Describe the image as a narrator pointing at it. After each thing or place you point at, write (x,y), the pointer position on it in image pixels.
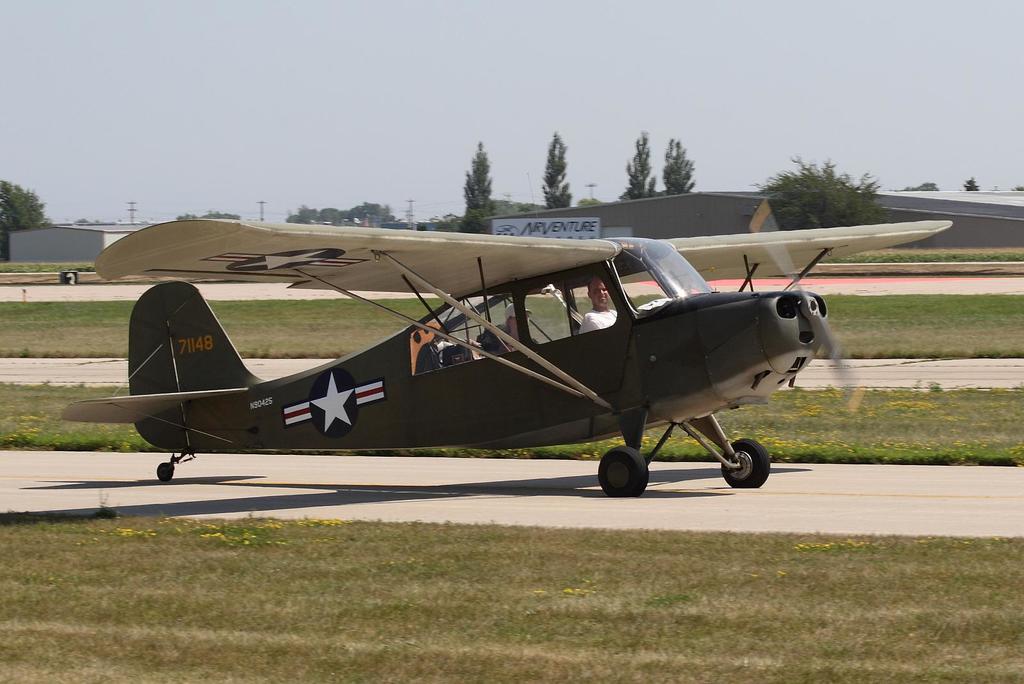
In this picture I can see aircraft (539,403) on the road (677,523). I can see green grass (688,603). I can see trees (475,187) in the background (554,177). I can see clouds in the sky (591,79).
